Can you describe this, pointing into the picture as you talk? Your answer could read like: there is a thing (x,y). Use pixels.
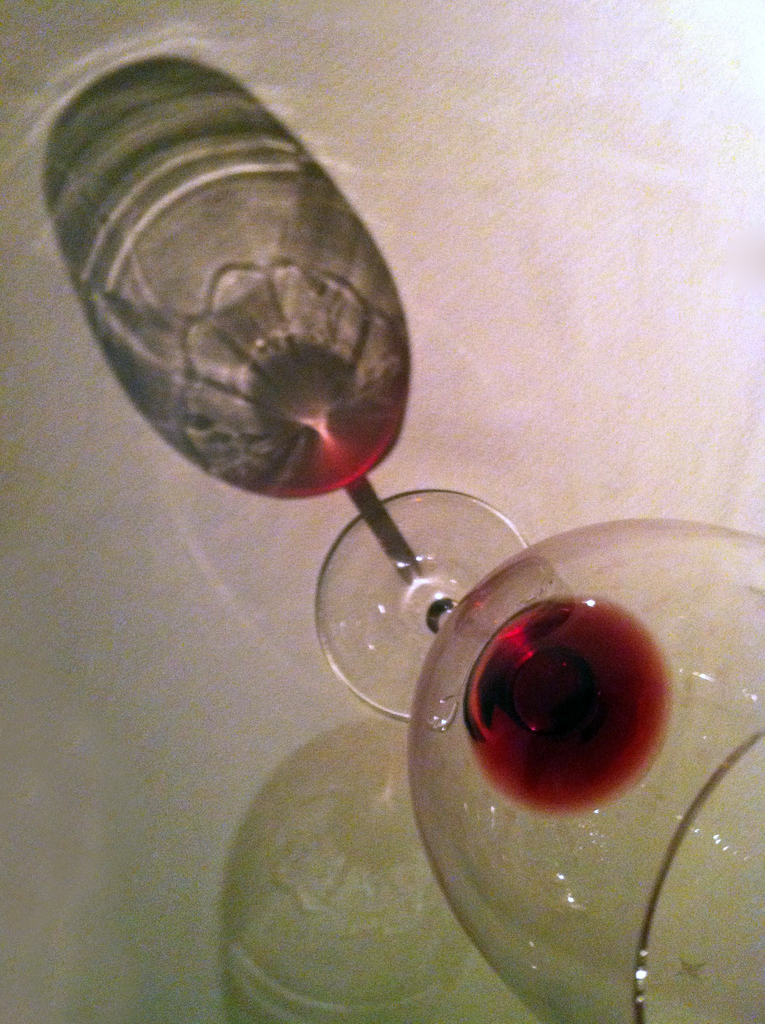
In this picture we can see shadows (273,331) of a glass (451,500) with drink (540,622) in it.
